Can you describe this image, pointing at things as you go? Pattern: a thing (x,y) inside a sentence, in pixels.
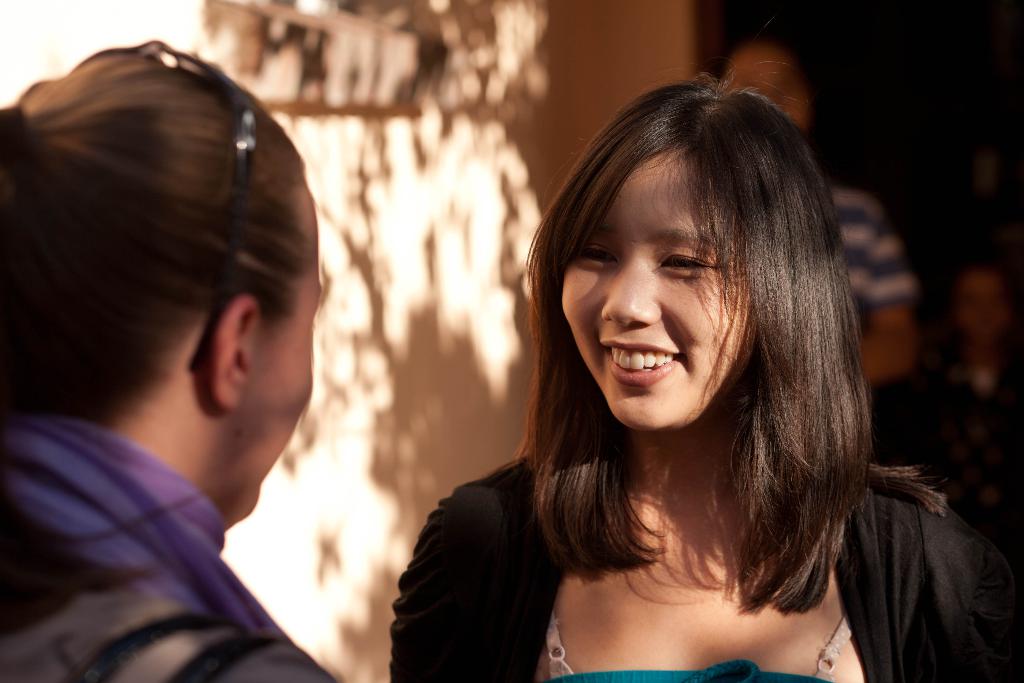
In this image, we can see people (760,499). On the right side of the image (762,496), we can see a woman (614,539) is smiling and watching another person (292,378). Background (409,273) there is a blur view (879,12) and wall (387,183).
